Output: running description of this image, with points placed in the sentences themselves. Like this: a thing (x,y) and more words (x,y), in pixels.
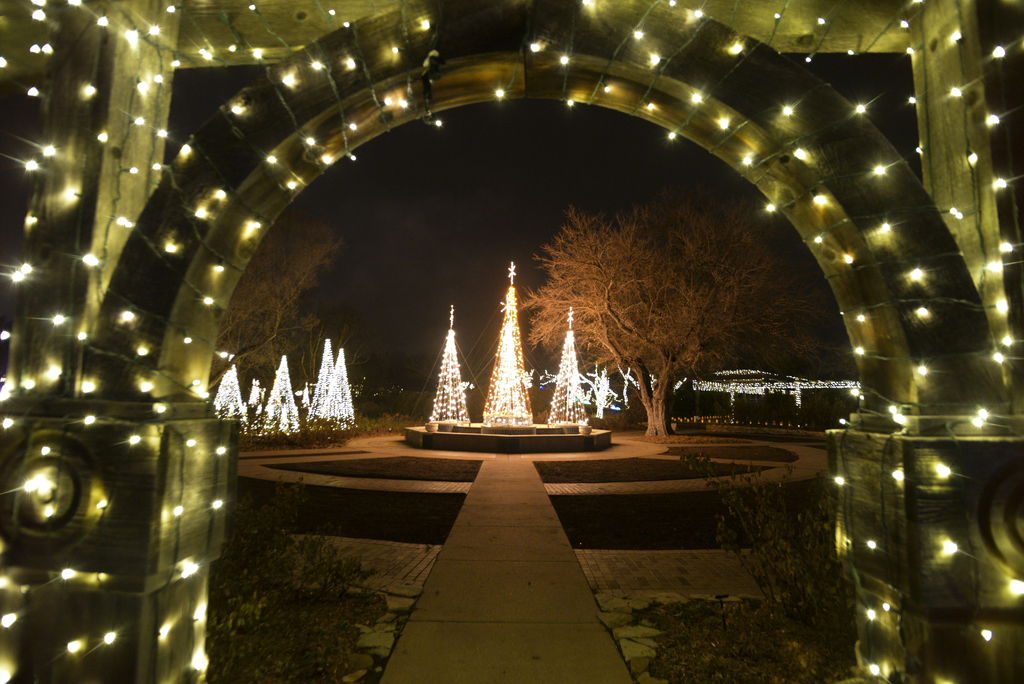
In this image there is an arch (202,186). There are fairy light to the arch (75,233). In the center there is a path (476,567). There are lights (344,377) on the trees (598,368). The background (435,203) is dark.
